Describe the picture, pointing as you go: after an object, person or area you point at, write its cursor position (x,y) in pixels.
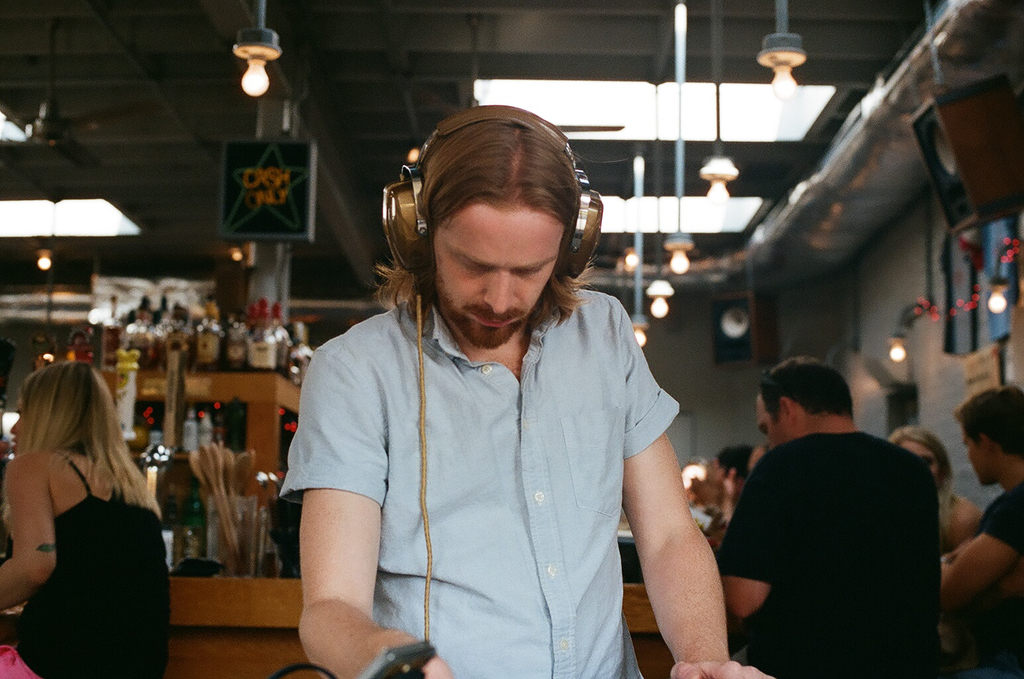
In this image in the front (499,476) there is a man (471,521) standing and wearing headphone (579,238). In the background (205,450) there are persons (939,474) sitting and there are bottles (264,347), there are lights (976,288) hanging, there is a board (288,199) with some text (261,182) written on it and there is a table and on the table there are objects (227,510).
